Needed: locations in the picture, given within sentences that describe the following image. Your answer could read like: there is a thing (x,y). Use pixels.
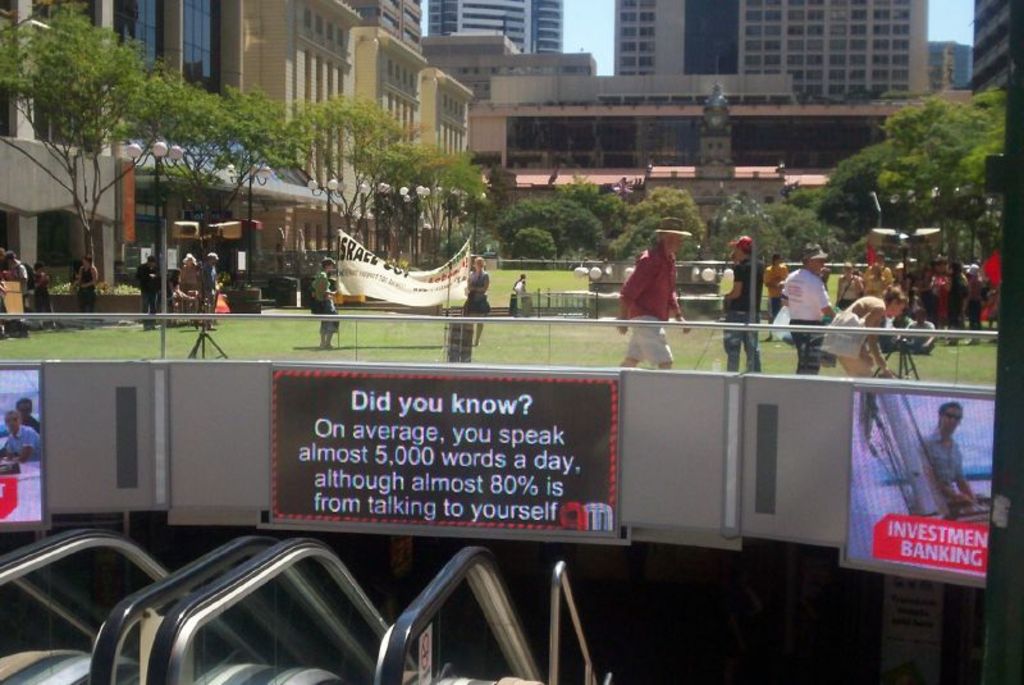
We can see there are even many people (811,334) wearing clothes (813,351) and some of them are wearing a cap (673,232). This is a banner (444,265), trees (402,228), buildings (694,151), windows (755,47) of the building (743,27), grass (576,344) and a sky (567,9).
